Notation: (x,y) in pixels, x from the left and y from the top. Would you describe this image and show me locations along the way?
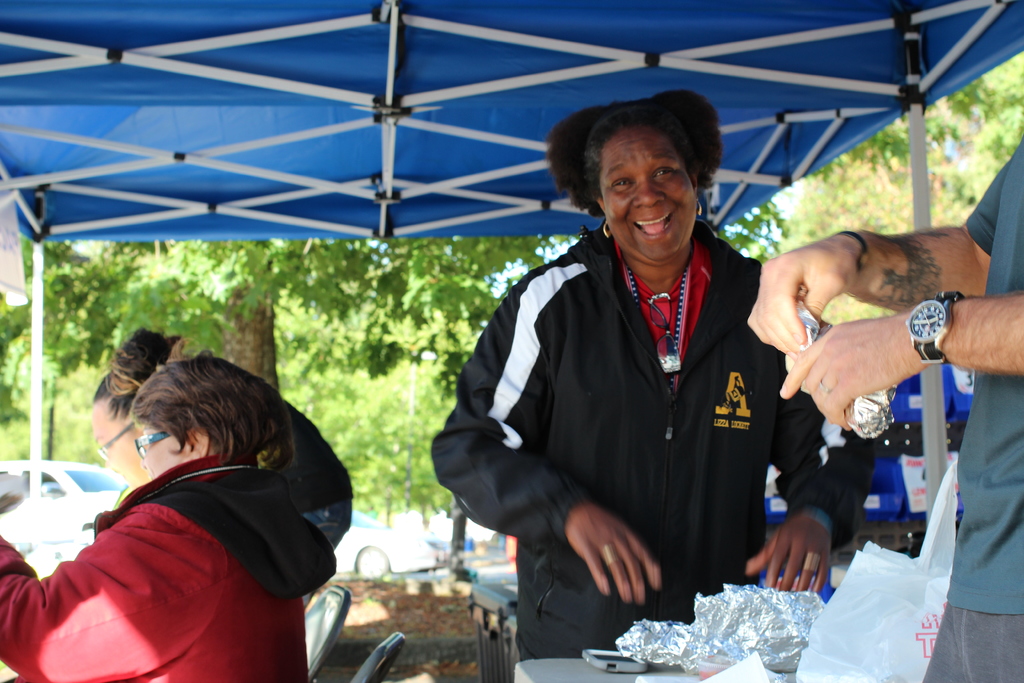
In this image I can see there are few persons (525,317) standing under the tent (480,176) and middle person (509,397), she is smiling and on the right side (1006,232) a person (932,348) holding a packet (870,426), at the bottom (691,630) I can see a carry bags (825,623) kept on the table (544,661), in the middle (522,248) I can see trees (216,315) and vehicle (42,477).
